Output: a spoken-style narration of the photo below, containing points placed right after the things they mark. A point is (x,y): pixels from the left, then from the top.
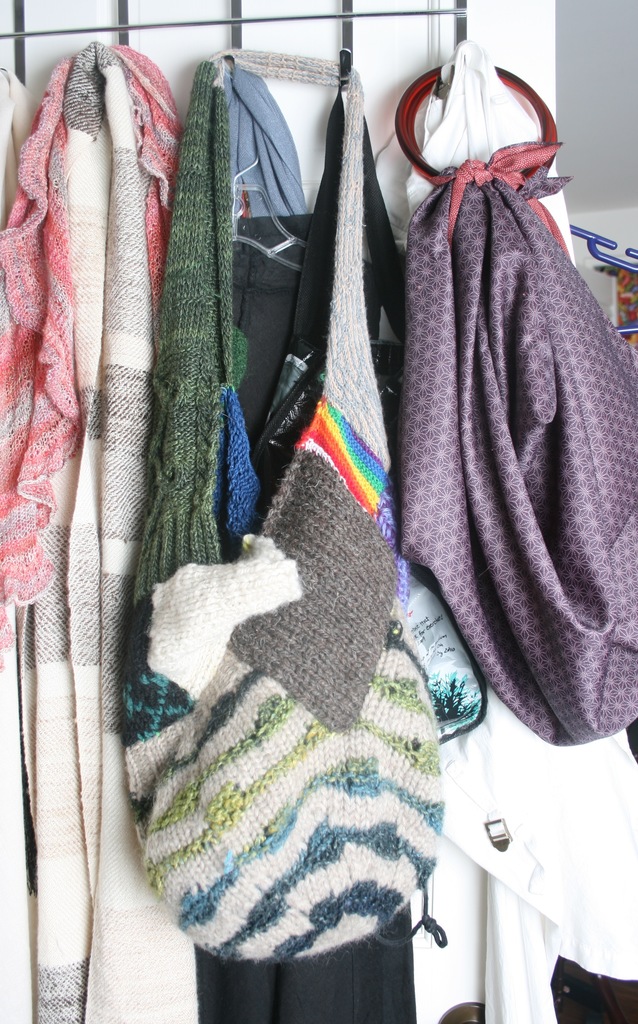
In this picture I can see clothes (162,236) hanging to the clothes hanger (23,83), and in the background (526,18) there is a wall (581,54).
